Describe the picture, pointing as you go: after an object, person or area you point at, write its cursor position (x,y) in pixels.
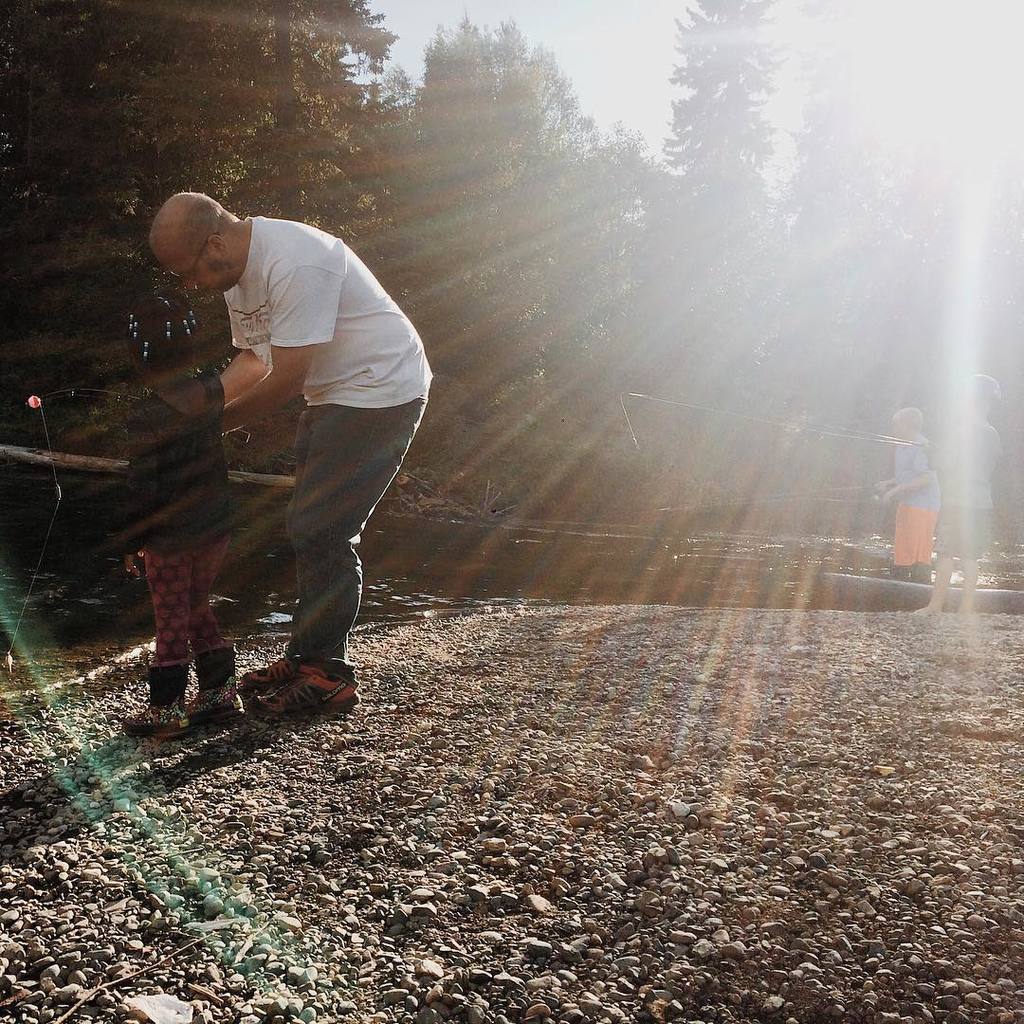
In the middle of the image (345,678) few people (275,304) are standing and holding some sticks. In front of them we can see water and trees (346,129). At the top of the image (1001,122) we can see sun (969,128) in the sky (969,128).
